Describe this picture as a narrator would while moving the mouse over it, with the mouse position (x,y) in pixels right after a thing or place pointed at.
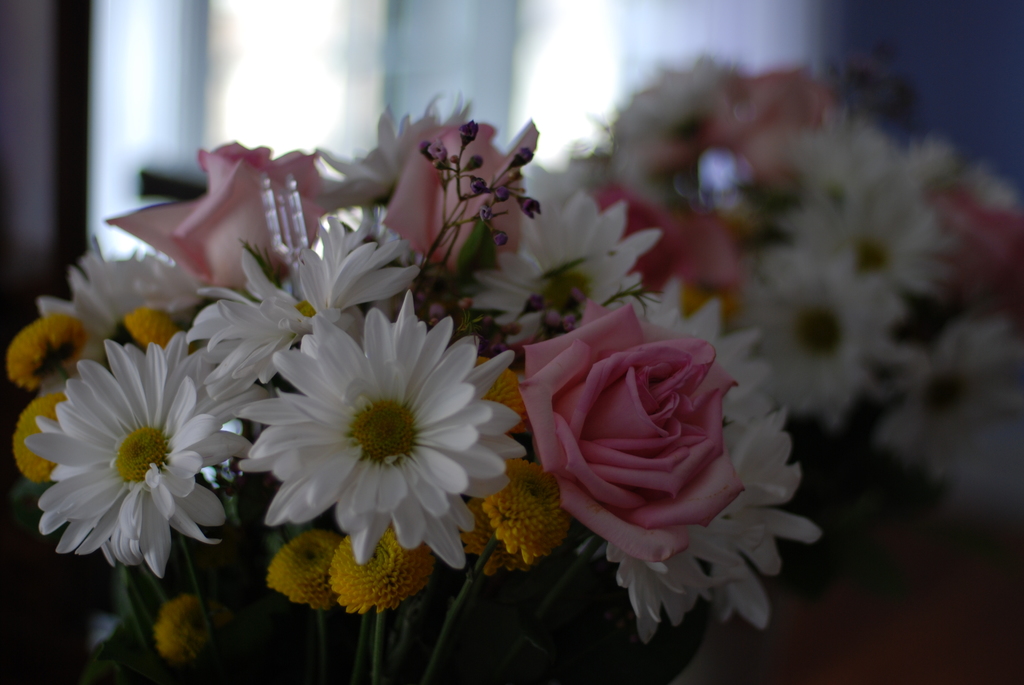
We can see flowers (638,559) and stems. In the background (959,42) it is blur.
